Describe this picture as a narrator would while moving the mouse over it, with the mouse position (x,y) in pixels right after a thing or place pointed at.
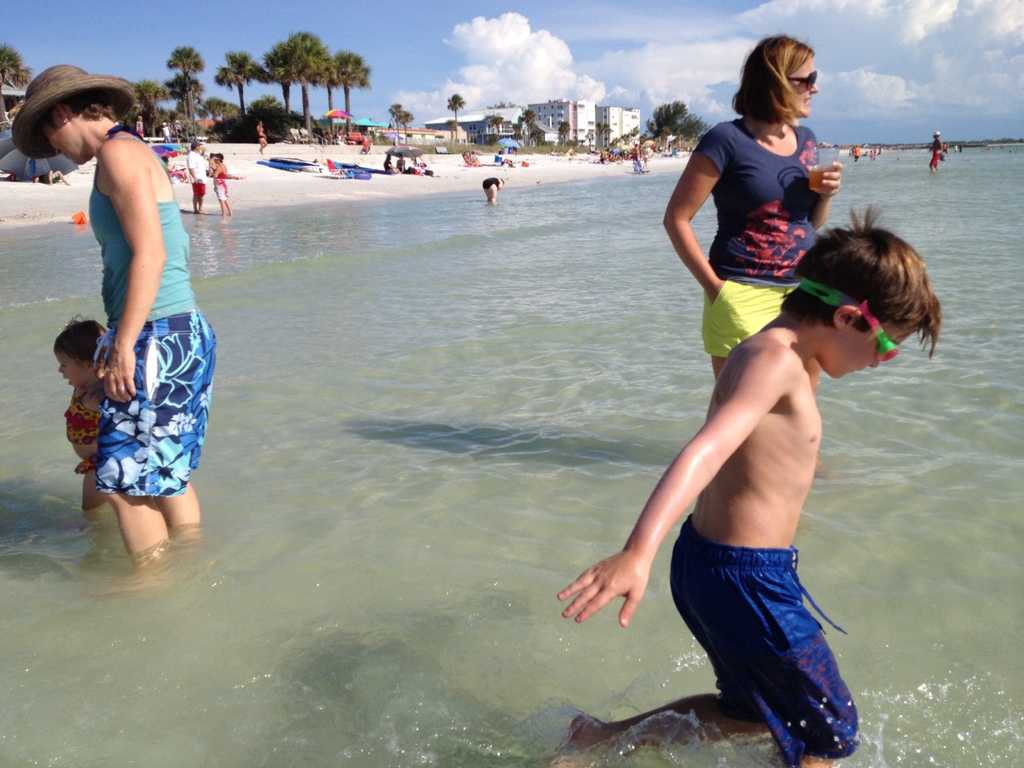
In this image there are some people (752,317) and some children (750,408), at the bottom of the image (410,586) there is beach (533,521). And in the background (27,161) there are some trees (207,111), umbrellas (27,161), buildings (481,117) and sand (266,175). At the top (455,49) there is sky (773,35).
